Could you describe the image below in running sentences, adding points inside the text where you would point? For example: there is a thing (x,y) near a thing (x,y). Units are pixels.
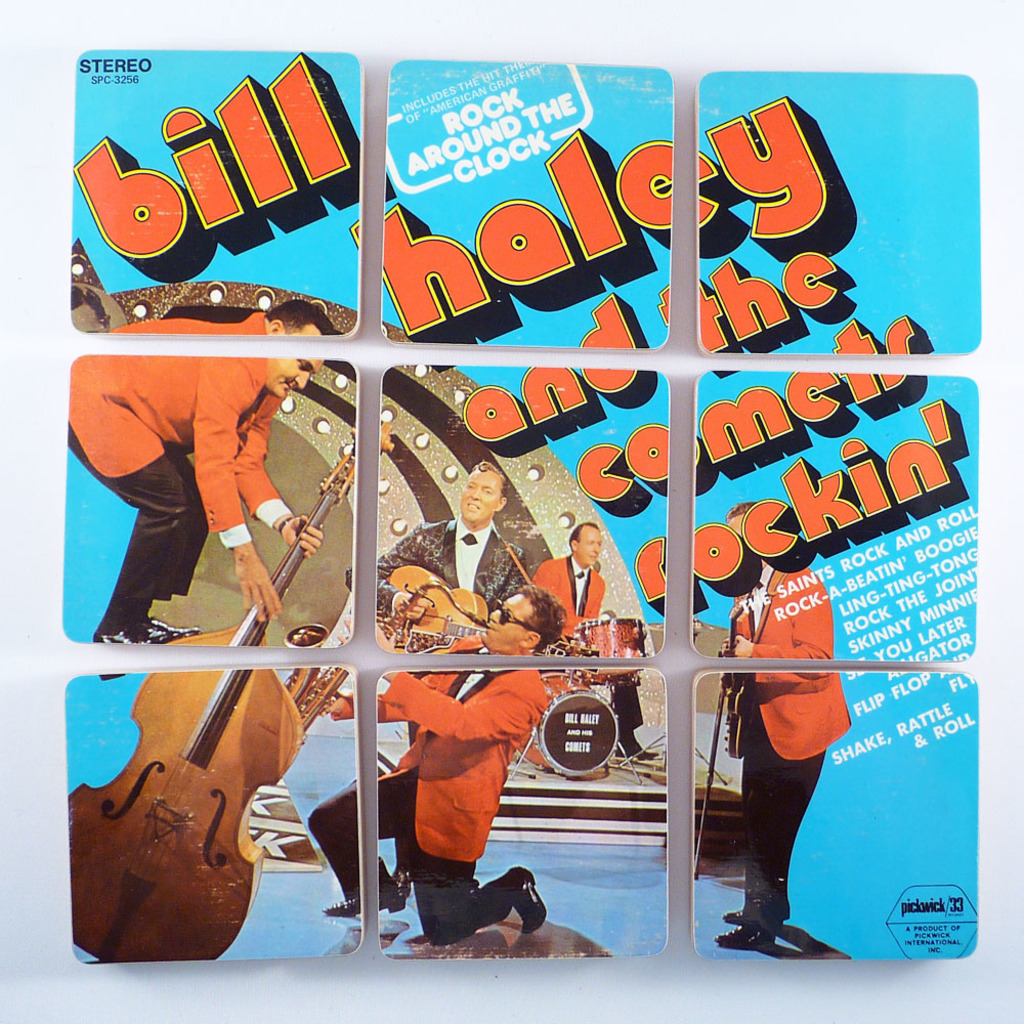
In this image there is a poster (623,511) which is divided into nine blocks (496,428). In the poster (391,592) we can see that there are few people (538,648) who are playing the musical instruments (460,610). On the right side (726,327) there is some text (847,477).
